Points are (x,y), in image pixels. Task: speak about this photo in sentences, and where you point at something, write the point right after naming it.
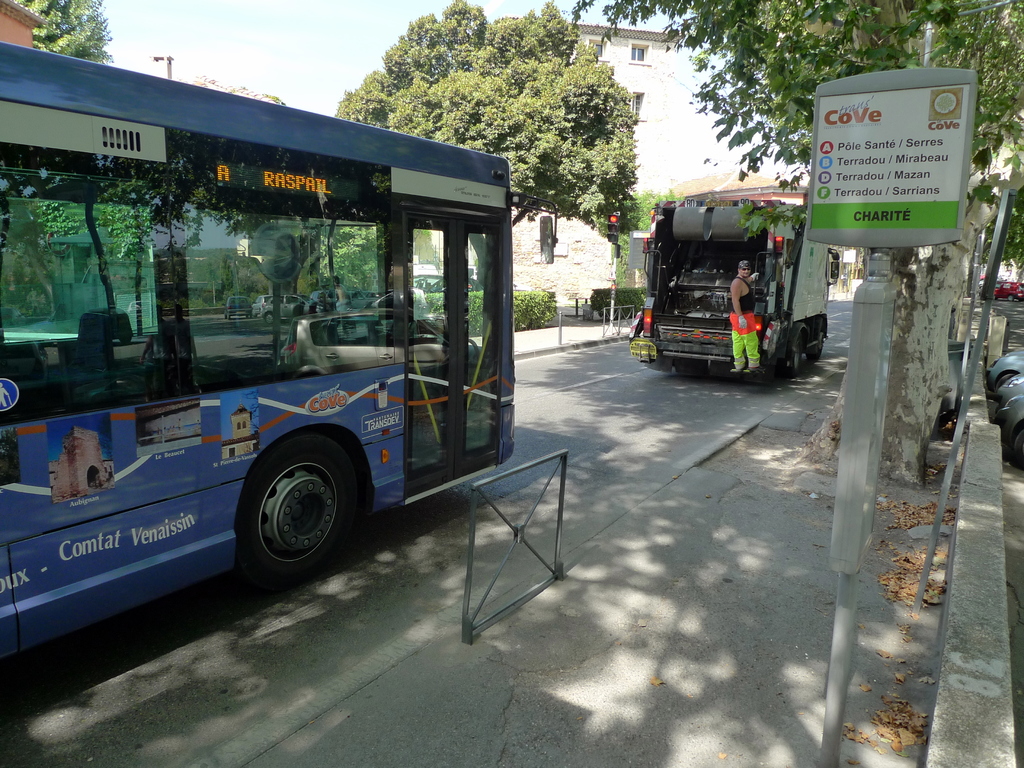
This picture is clicked outside the city. In this picture, we see the vehicles (510,385) moving on the road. The man (732,327) in the black T-shirt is standing beside the vehicle (709,336). In the middle of the picture (487,479), we see an iron stand (466,609). On the right side (860,304), we see a pole (861,409) and a board (867,191) in white and green color with some text (886,207) written on it. Behind that, there are trees (929,372) and beside that, we see cars (1010,378) parked on the road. There are trees (369,79), poles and buildings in the background (395,78). We even see the cars (380,289). At the top (295,59), we see the sky (297,49).
